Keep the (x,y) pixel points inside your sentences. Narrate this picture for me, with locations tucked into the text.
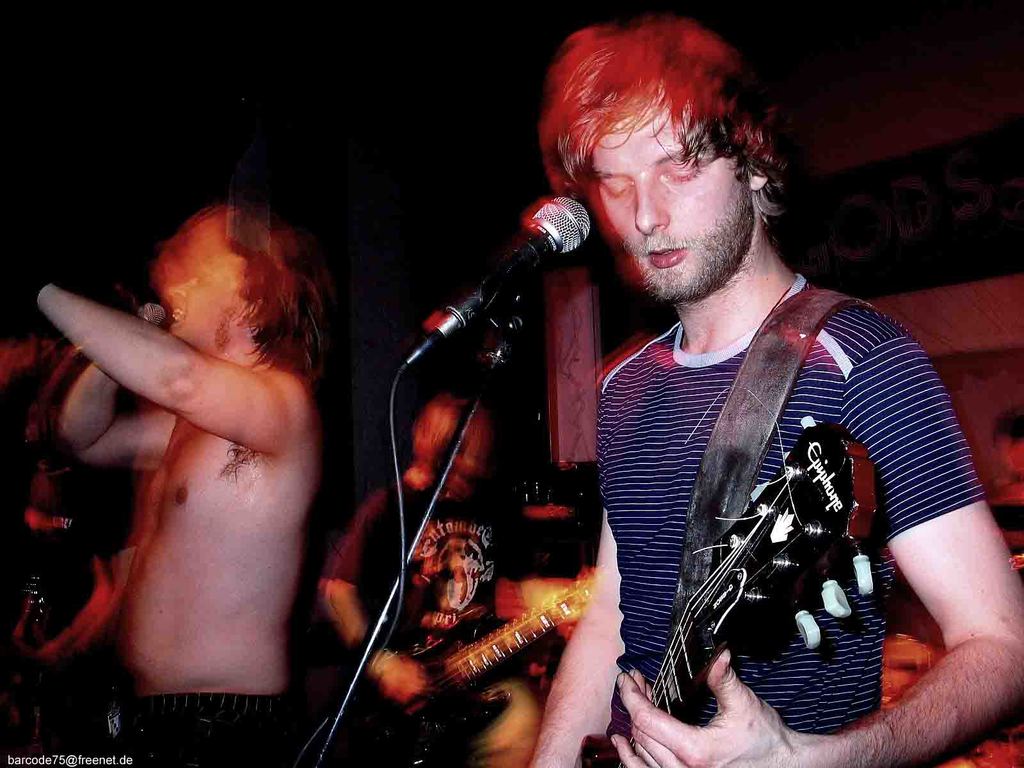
Background (202,97) is dark. Here we can see two persons (662,624) playing guitar (731,584). This is a mike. Here we can see a man (117,359) holding a mike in his hand (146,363) and singing. Its blurry.
